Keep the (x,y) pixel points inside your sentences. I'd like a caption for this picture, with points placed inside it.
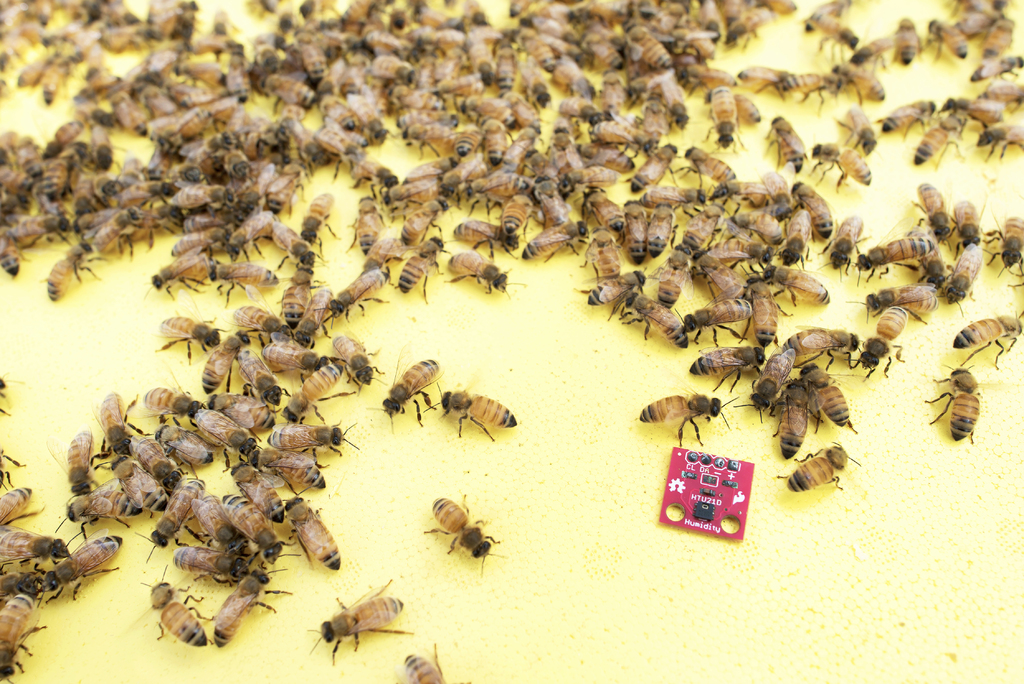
In this picture there are many honey bee (746,311) sitting on the yellow color surface (737,608).
